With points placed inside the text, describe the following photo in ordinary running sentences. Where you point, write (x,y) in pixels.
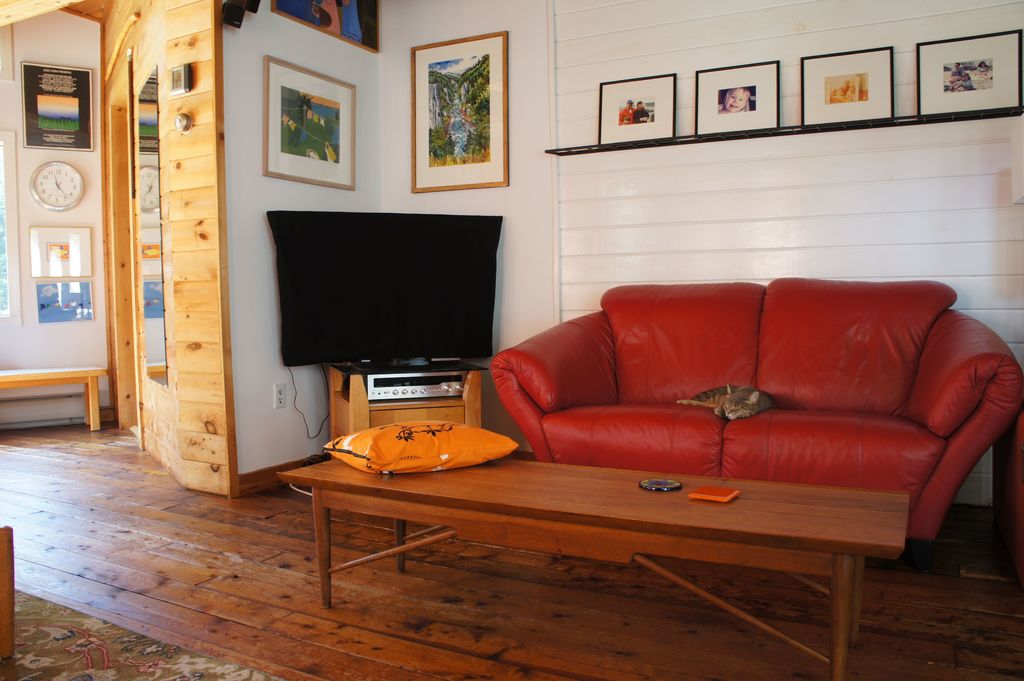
In this image, there is an inside view of a house (530,613). There is TV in the center of the image (406,270). There is a couch (583,325) and table (669,540) on the right of the image (811,458). There is a cat (747,408) on the couch (616,453). There is clock (49,176) and some photo frames (872,100) attached to the wall (532,116).
